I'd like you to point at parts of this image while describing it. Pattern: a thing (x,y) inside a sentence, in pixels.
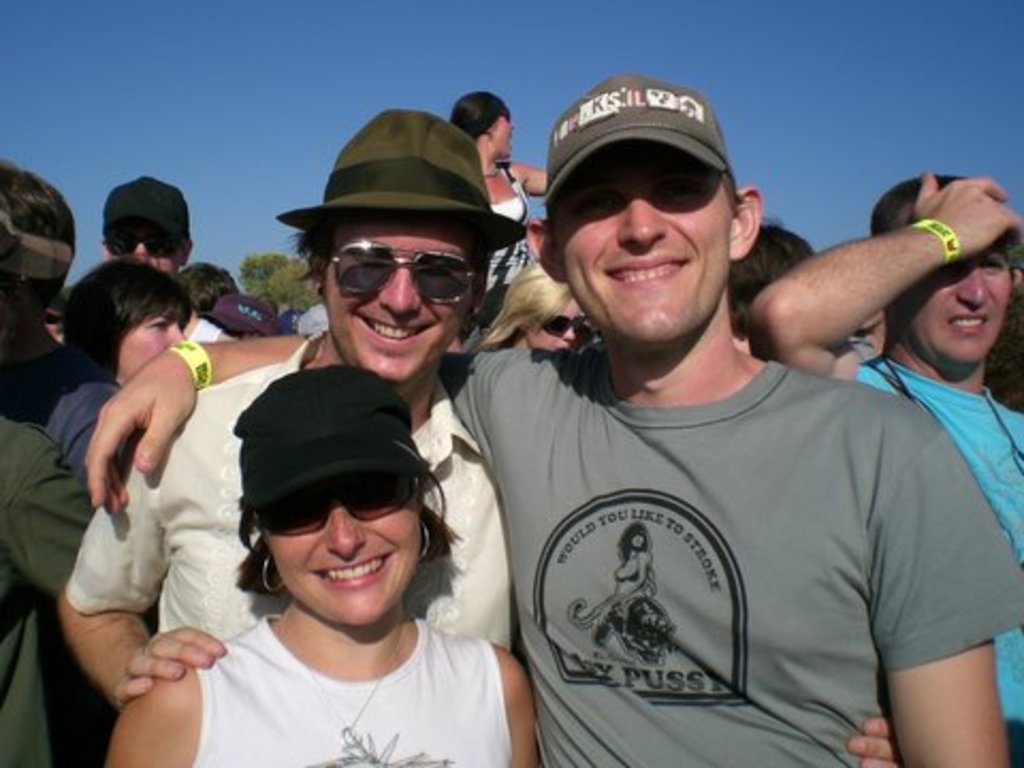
This image is taken outdoors. At the top of the image (254,95) there is a sky (871,77). In the middle of the image (528,435) a woman (376,592) and two men (441,394) are standing and they are with smiling faces (573,288). In the background (48,510) there are a few people (532,309) and there is a tree (260,272).
